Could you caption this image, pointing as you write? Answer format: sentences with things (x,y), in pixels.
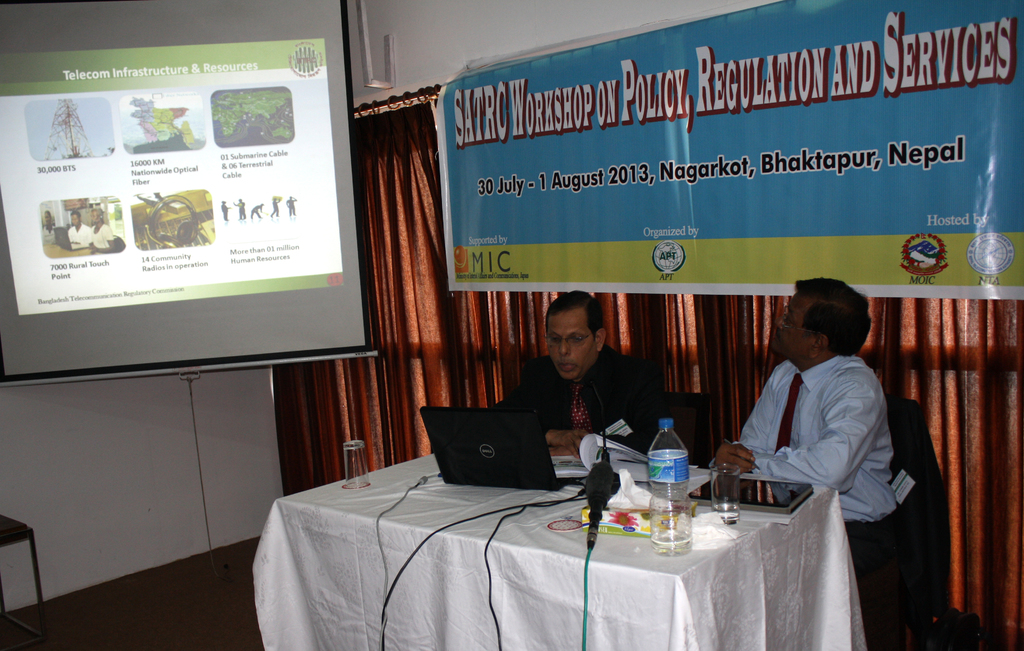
In this image, In the middle (509,423) there is a table (473,542) on that there is a laptop (484,436), glass (726,515), bottle (655,479), tissues (629,491) and paper (620,449), behind the table (500,504) there are two men (778,436). On the left (205,344) there is a screen (214,259), wall (127,479) and chair (33,543). In the background (829,216) there is a poster (706,191), curtain (414,271) and window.
